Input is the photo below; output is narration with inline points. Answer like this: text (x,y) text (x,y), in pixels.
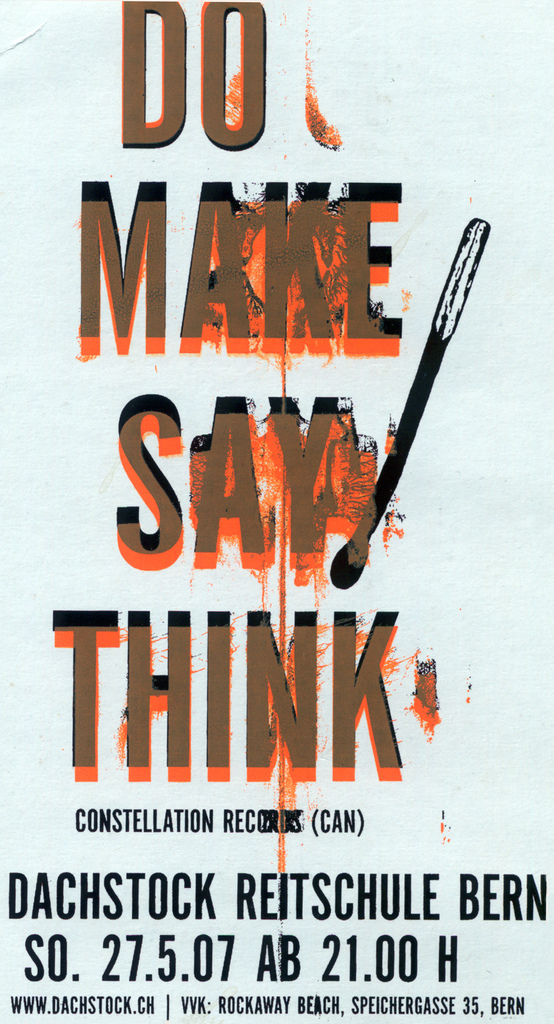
In this image we can see a white color poster (389,333) on which we can see some edited text (384,725).
